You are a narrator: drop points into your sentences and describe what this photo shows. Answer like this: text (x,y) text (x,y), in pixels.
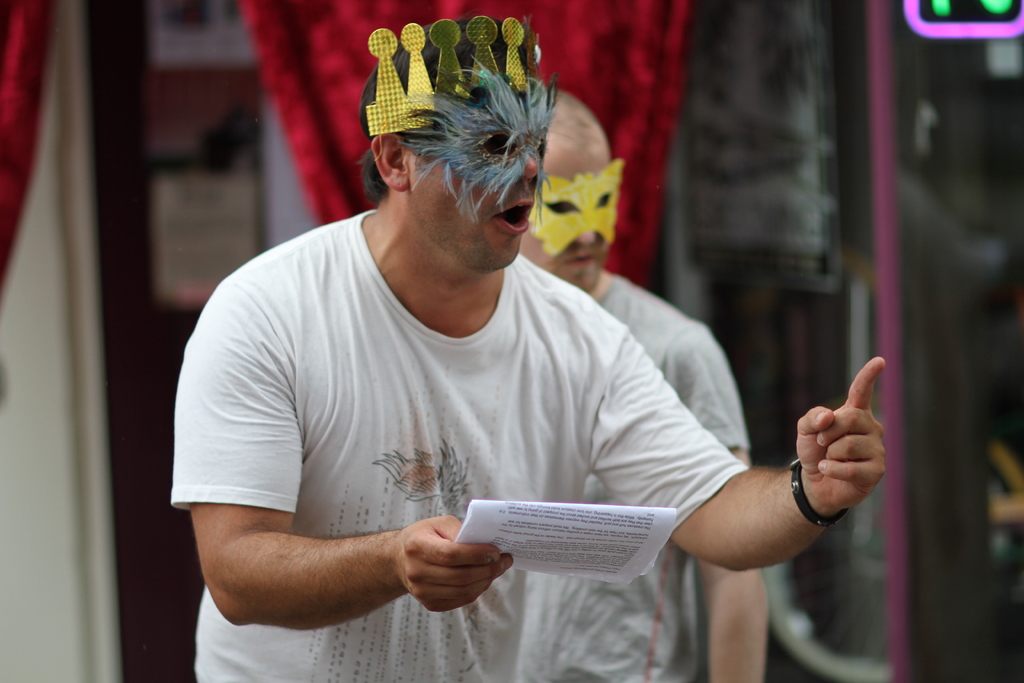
In this image we can see two persons (435,422) wearing white color T-shirt (506,326) also wearing some masks (415,147) and a person (466,372) holding a paper (465,520) in his hands (443,524) and in the background of the image (32,173) there is a wall (295,192) and curtain (17,189).
